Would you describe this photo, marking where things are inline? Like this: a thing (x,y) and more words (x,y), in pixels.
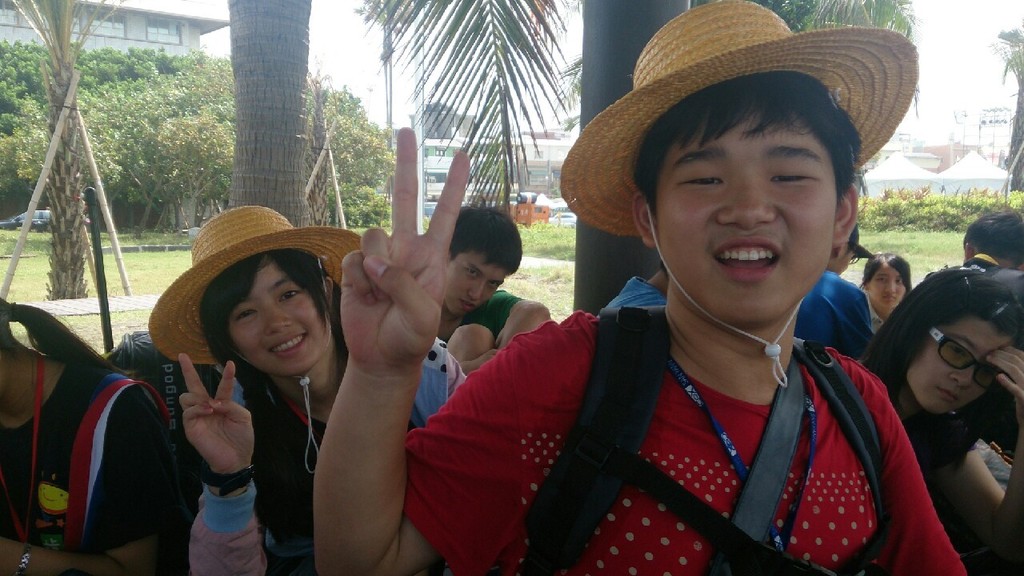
In this image I can see two people (730,348) in the center of the image (604,194) wearing hats (619,208) and posing for the picture. I can see other people (470,282) behind them. I can see trees (82,164), cars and buildings (179,44) behind them.
